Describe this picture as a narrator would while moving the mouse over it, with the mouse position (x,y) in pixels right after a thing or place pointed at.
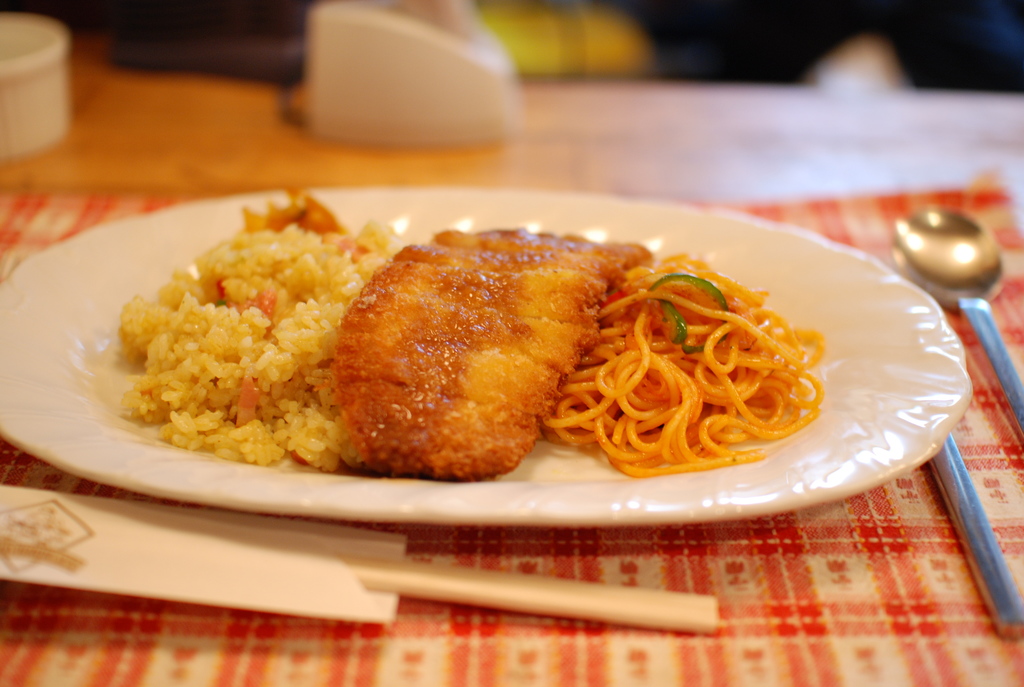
In this picture there is a food (204,343) and some noodles (742,367) in the white plate (237,475). Behind we can see a spoon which is placed on the table top (2,603).
